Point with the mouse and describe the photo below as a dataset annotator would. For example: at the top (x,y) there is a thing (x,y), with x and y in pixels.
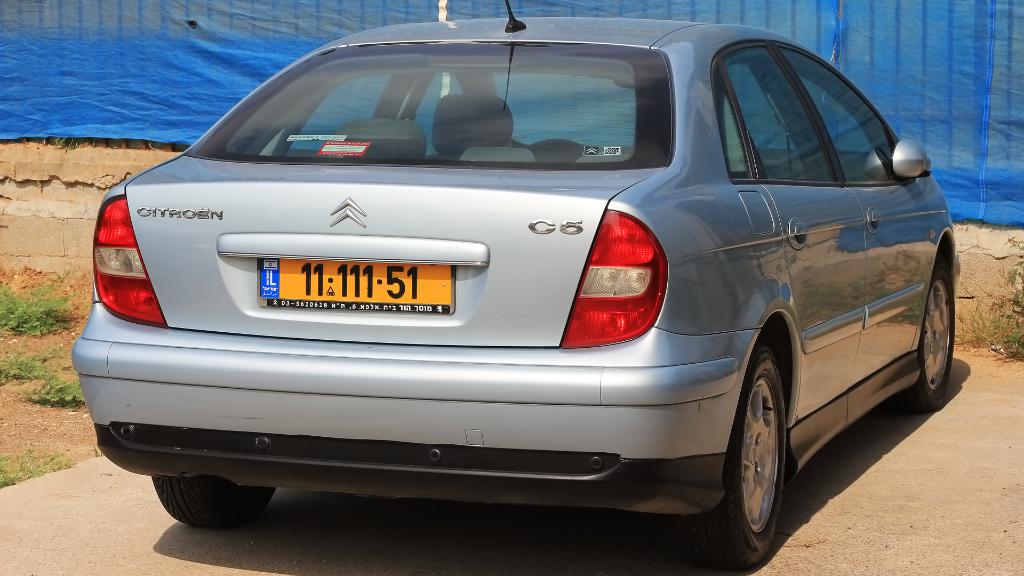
This picture is clicked outside. In the center (511,223) we can see a car (497,406) parked on the ground (174,522) and we can see the green leaves (43,396). In the background (982,87) we can see a blue color curtain (151,62) and some other objects (1001,235).
